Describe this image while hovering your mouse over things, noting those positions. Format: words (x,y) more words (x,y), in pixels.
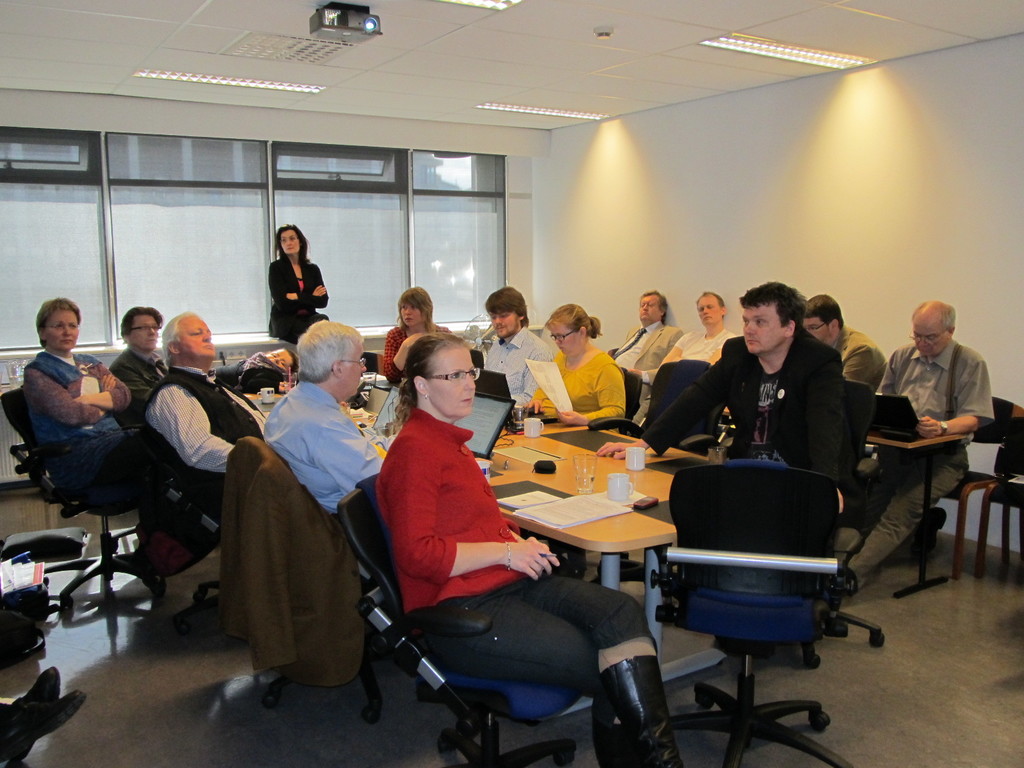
In this image we can see a group of people (418,304) sitting behind the tables (901,590), there are laptops (475,427), books (559,526), glass (583,485) and a few other objects (624,484) on the table (523,465), behind them there are windows (254,278) and a person (282,328) is standing in front of it, there is a projector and lights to the ceiling (3,13).
